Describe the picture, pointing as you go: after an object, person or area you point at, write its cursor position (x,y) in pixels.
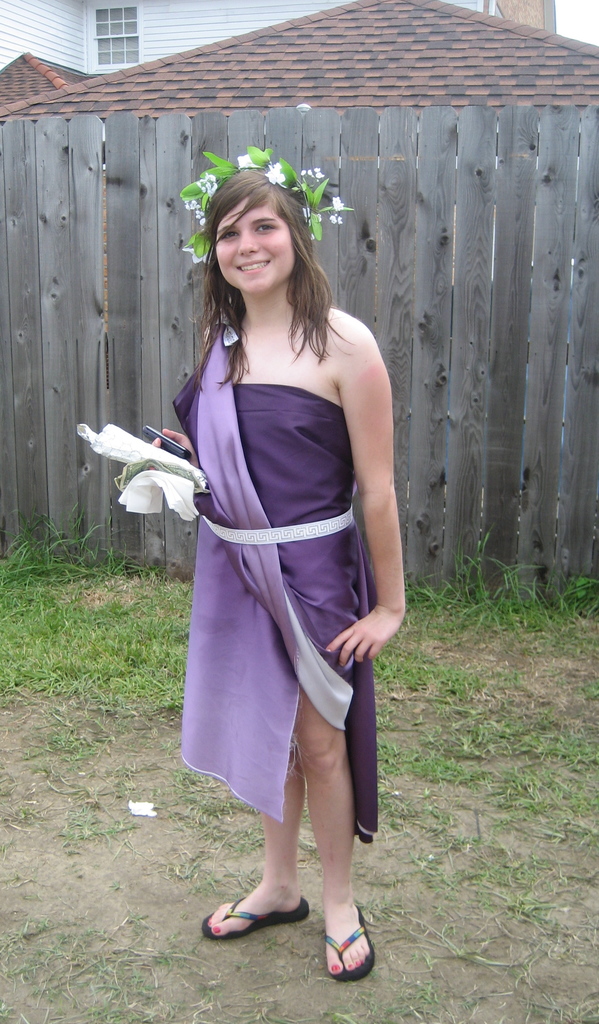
In this image I can see a person (296,481) standing and holding something and wearing a crown (223,178). Back I can see a fencing (514,332), houses (124,77), windows (125,45) and green grass (76,585).
